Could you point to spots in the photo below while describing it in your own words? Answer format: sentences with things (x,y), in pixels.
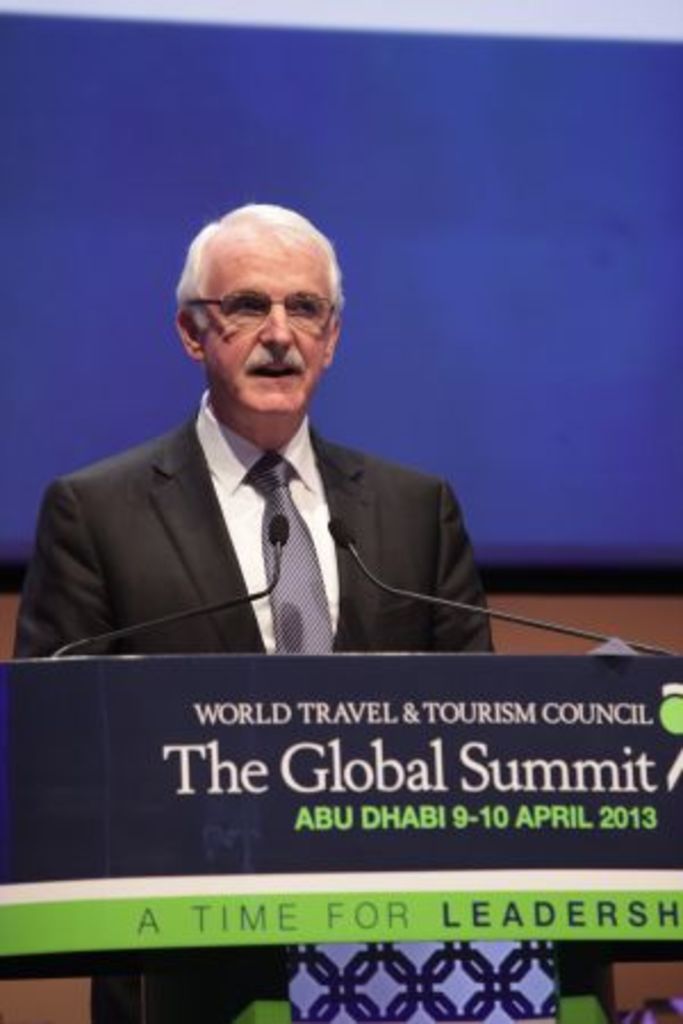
In this picture there is a man (317,328) standing and talking and there are microphones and there is a board (599,790) on the podium (406,792) and there is text (418,805) on board (418,805). At the back (443,106) it looks like a screen (494,251).
